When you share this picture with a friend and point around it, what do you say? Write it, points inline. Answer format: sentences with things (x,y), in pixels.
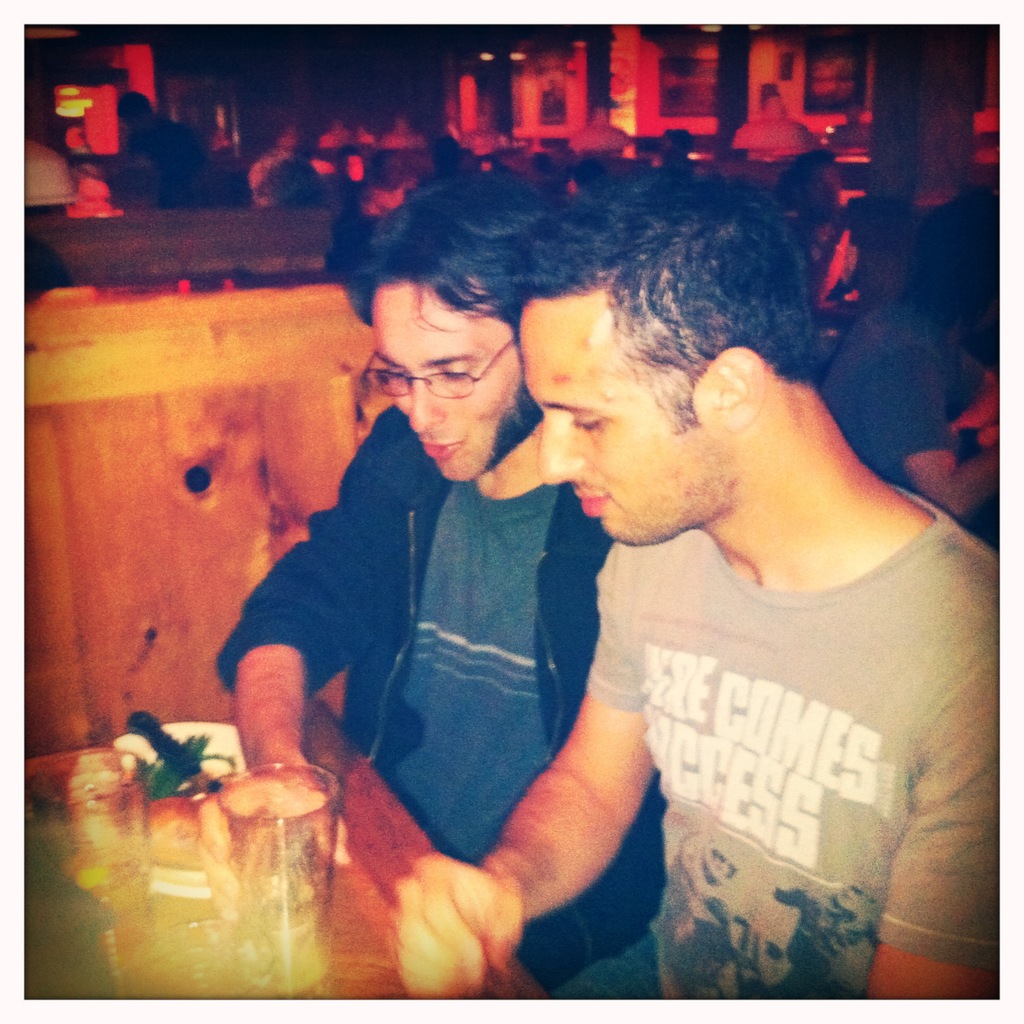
In this image, we can see persons (637,577) wearing clothes (631,705). There is a person (378,586) in the middle of the image (502,477) holding a glass (330,777) with his hand (290,792). There is a glass (237,890) and plate (212,733) on the table (394,833) which is in the bottom left of the image (334,983).
